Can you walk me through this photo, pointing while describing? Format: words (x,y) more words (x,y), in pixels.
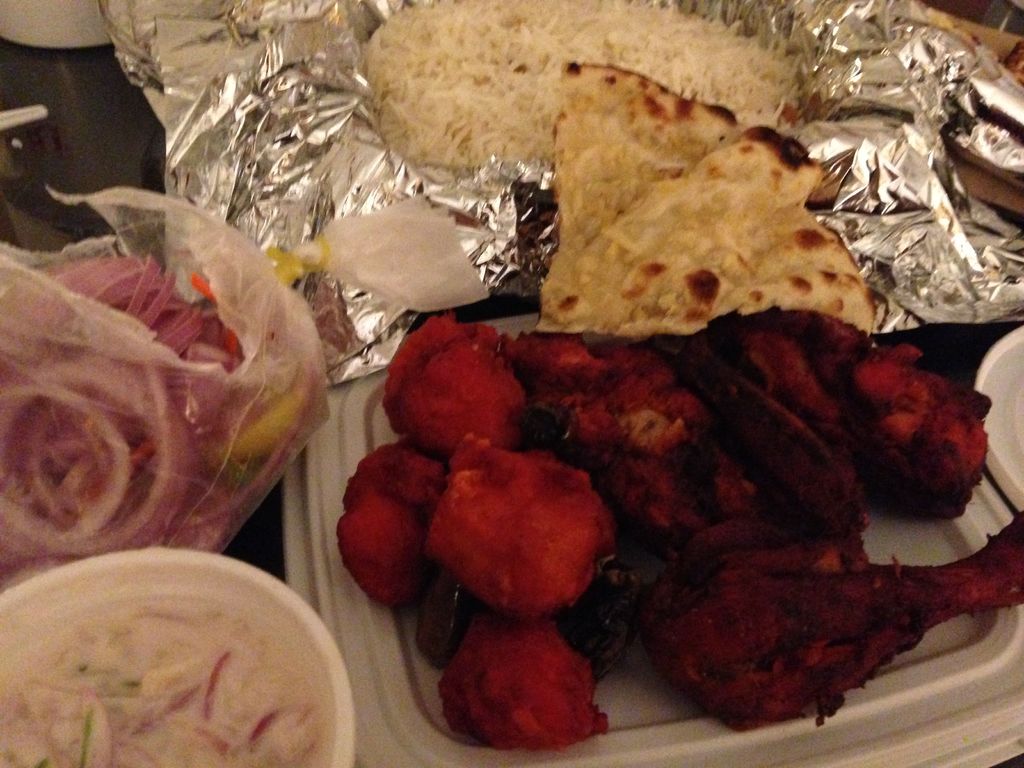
In this image we can see different kinds of foods (426,444) placed in polythene containers (318,603) and polythene covers (213,260).
